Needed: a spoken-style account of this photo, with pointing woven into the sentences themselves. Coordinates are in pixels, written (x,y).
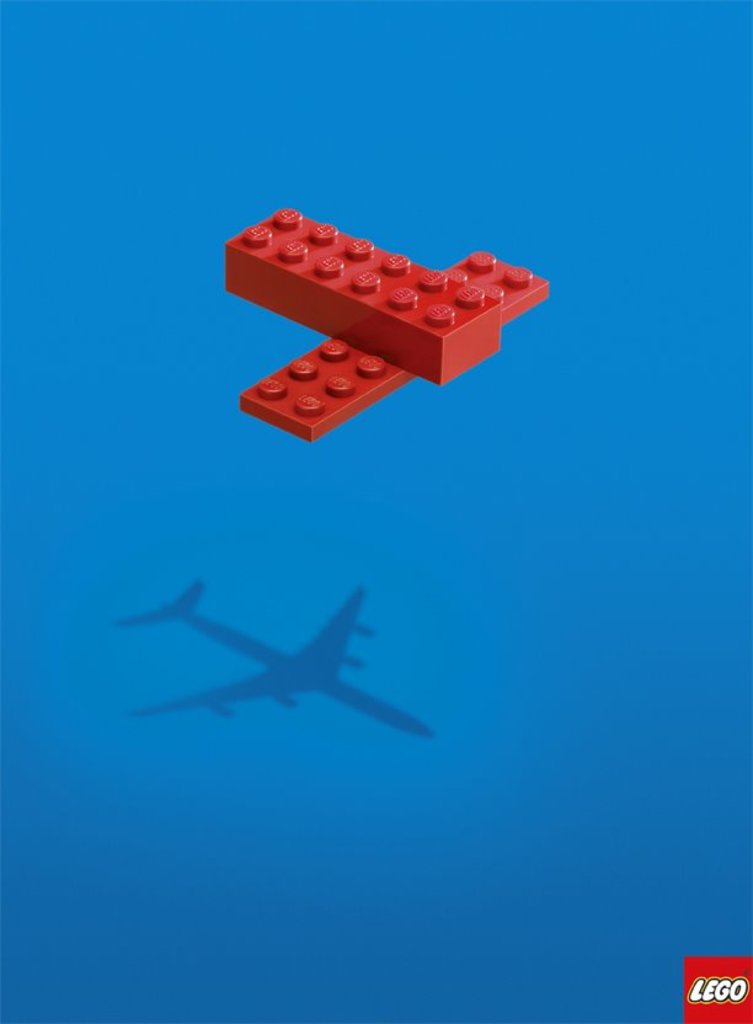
On the top of this image (354,278) I can see two red color building blocks (362,310), at the bottom of it I can see a shadow (298,678) of an aeroplane (278,678). The background (685,921) is in blue color. On the right bottom of the image (713,978) I can see a red color logo (726,978).
